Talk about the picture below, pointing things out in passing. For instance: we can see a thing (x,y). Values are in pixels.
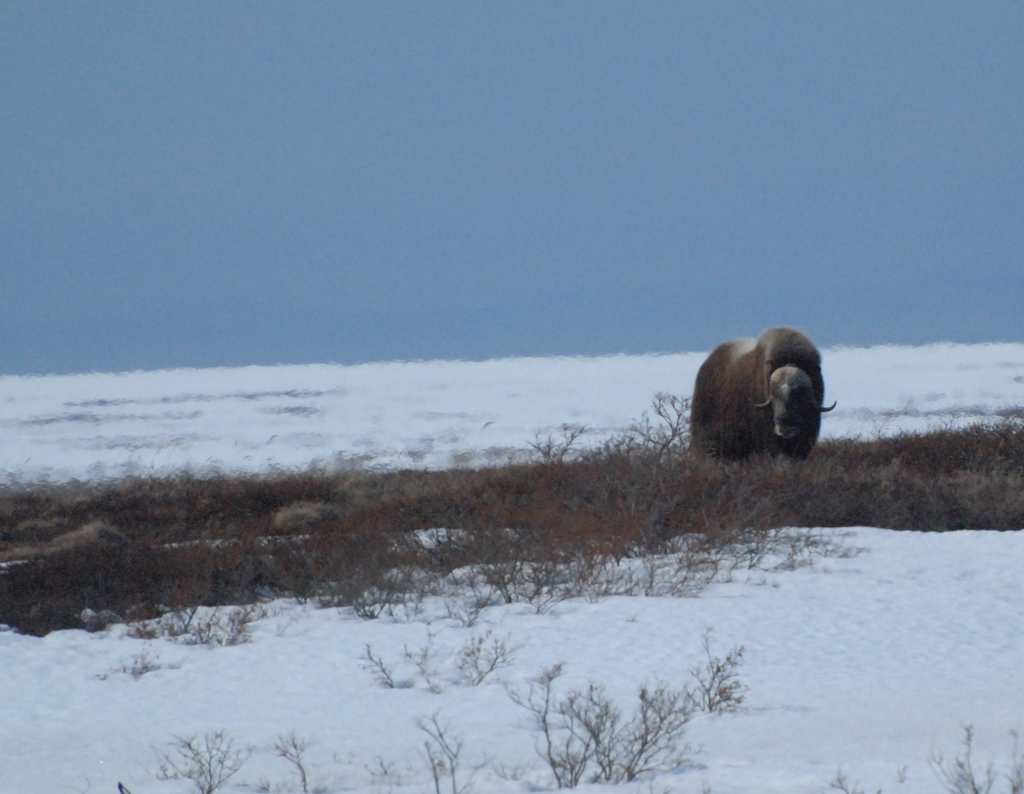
In this picture we can see an animal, snow (614,369) and the grass (83,511) and in the background (1020,110) we can see the sky (965,156).
